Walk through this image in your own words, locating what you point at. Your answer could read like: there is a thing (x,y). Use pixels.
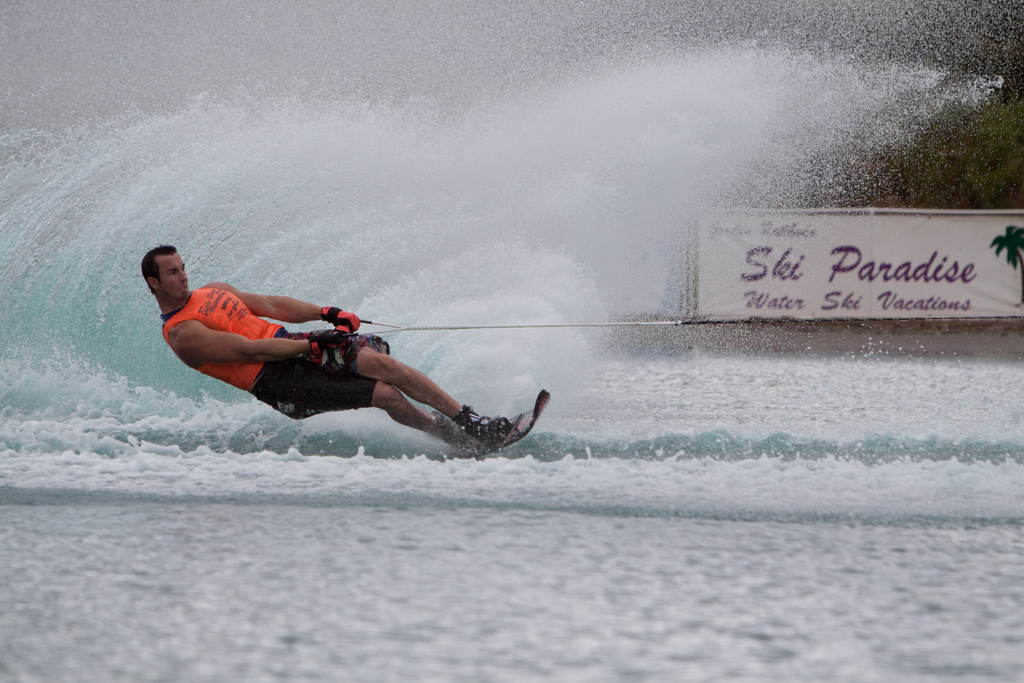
In this image I can see a person (271,298) water skiing on the water (468,559). There is a board (985,266) on the right (1000,275).
